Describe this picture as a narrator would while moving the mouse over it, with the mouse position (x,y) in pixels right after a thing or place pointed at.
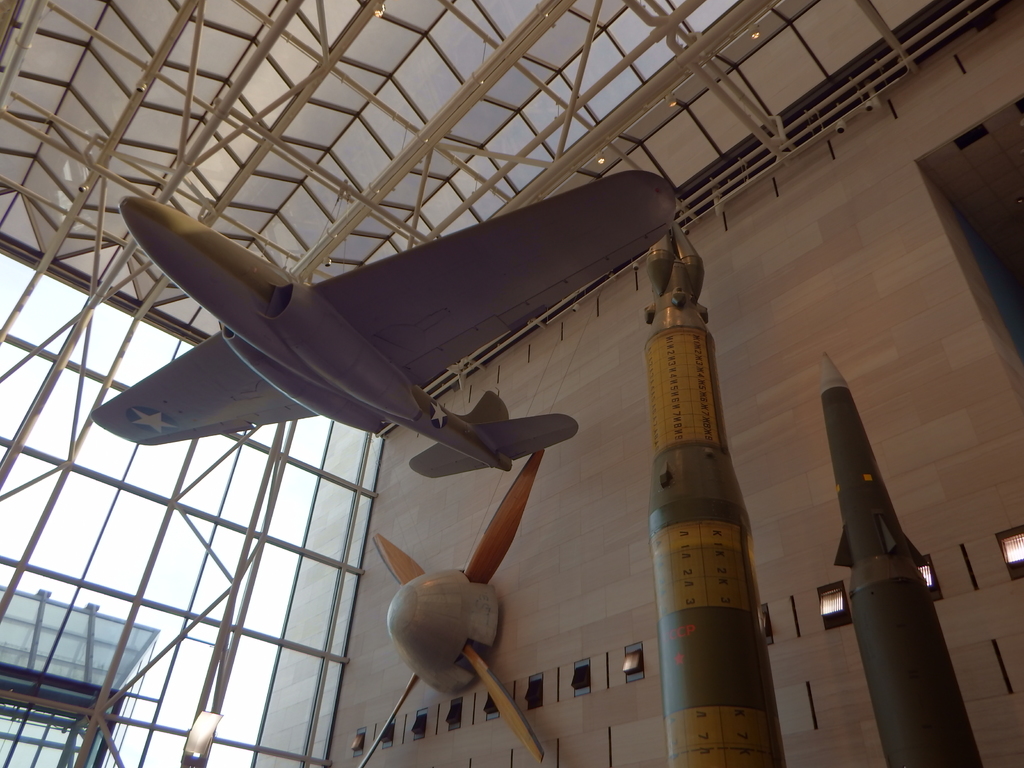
This looks like an aircraft (308,362), which is hanging to the roof (402,33). These are the rockets (726,674). I think this is a propeller (431,610), which is attached to the wall (581,571). These are the glass doors (234,669) and iron pillars (227,110).
